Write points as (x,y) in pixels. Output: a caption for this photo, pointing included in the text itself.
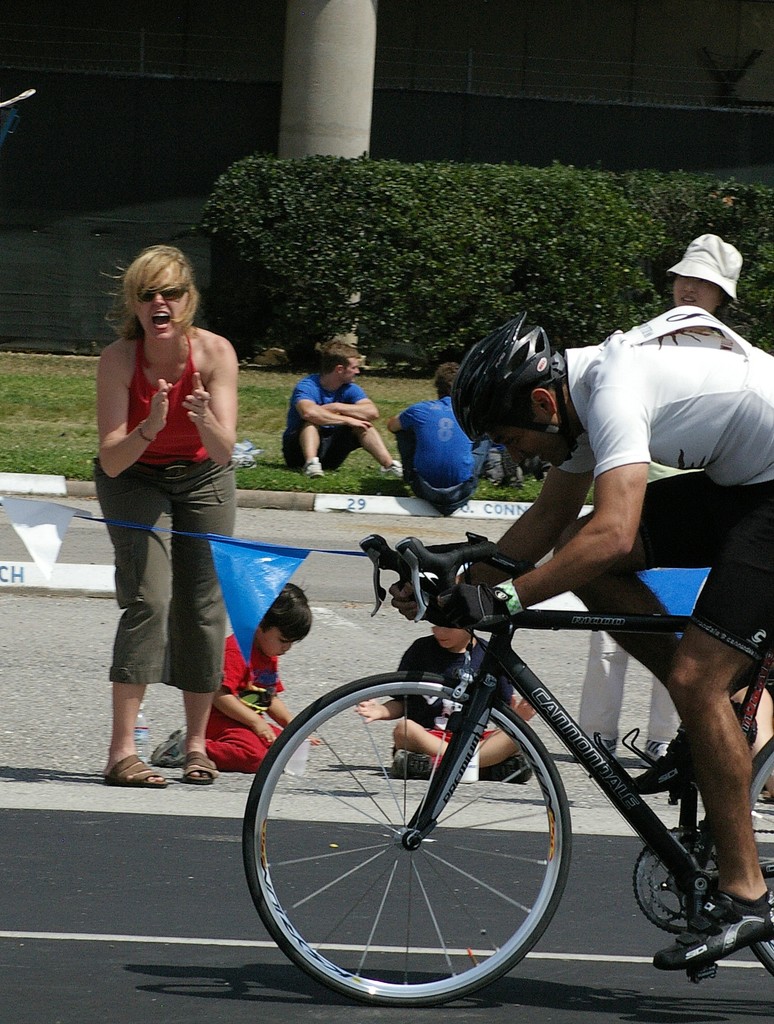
This picture is clicked outside the city. Here, in front (696,447) we see a man (627,503) wearing white t-shirt (651,407) and wearing helmet (500,416) is riding bicycle (329,959) on the road (502,1002). To the left corner of this picture (189,440), we see women (113,454) wearing red t-shirt (175,441) and khaki pant (148,579), is encouraging the man (445,610) riding bicycle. Beside her, we see two boys (429,723) sitting and playing and behind them, we see two men (364,392) in blue shirt (450,427), blue t-shirt (341,398) is sitting and talking something. Behind them, we see trees (429,214) and beside that, behind the trees (332,270), we see a pillar (359,81).
